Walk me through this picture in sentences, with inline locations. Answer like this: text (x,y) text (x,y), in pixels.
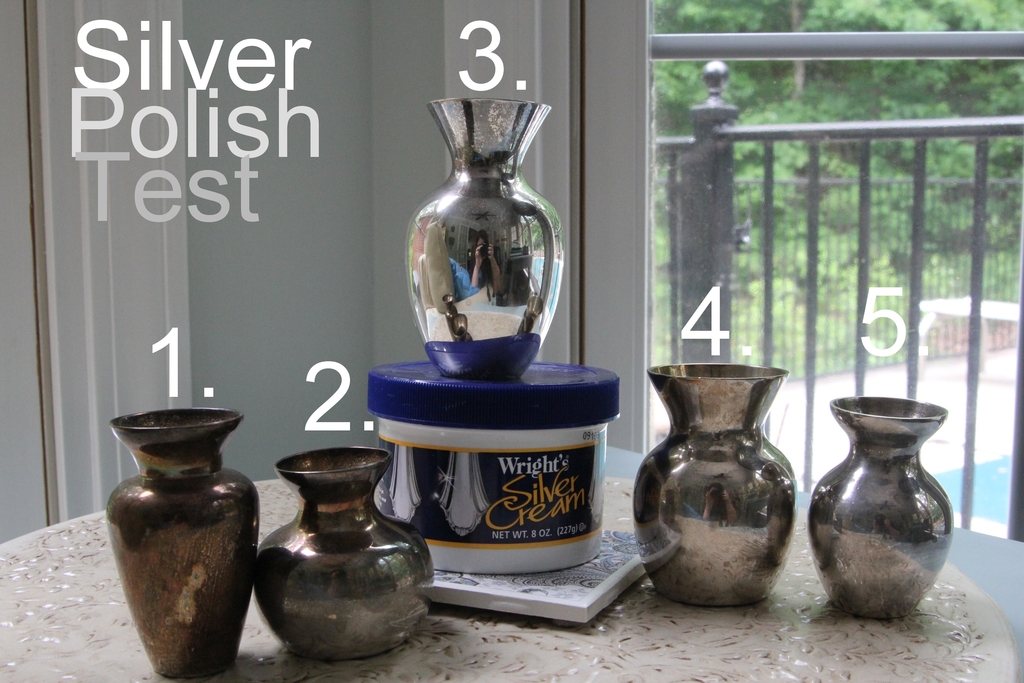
In this image I can see few vases (914,491). I can also see the box (492,415) in white and blue color and the box (416,403) is on the white color object (553,605). Background (855,261) I can see the glass door (871,267) and I can also see the railing (773,160) and few trees (771,74) in green color.
